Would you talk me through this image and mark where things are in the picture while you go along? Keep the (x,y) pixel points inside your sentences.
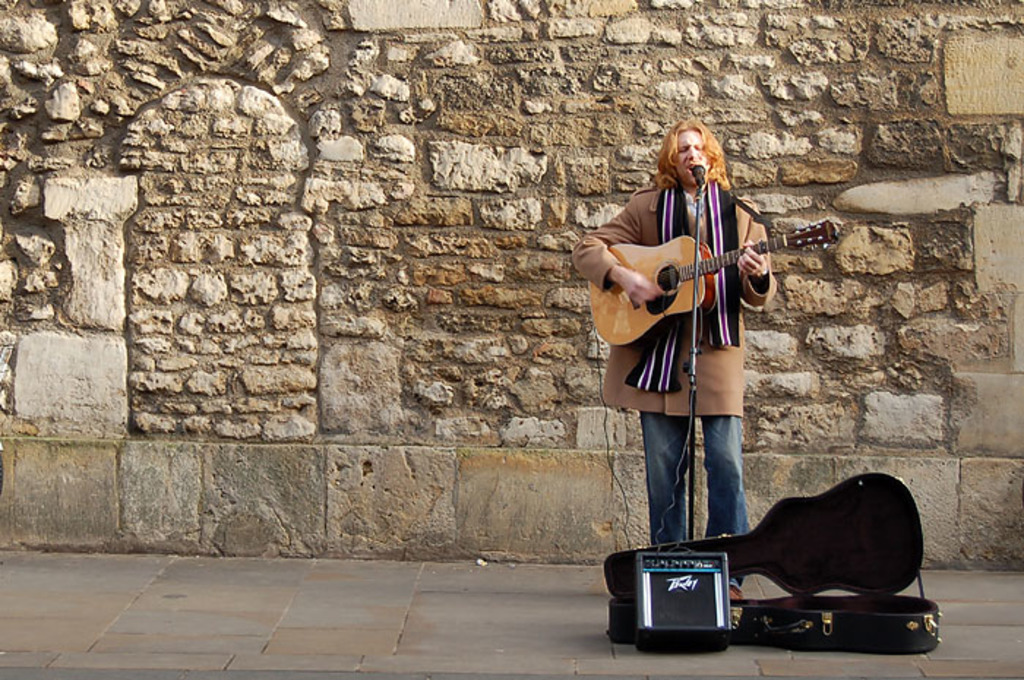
Here we can see a man (682,209) standing on the floor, and singing and playing the guitar (670,271), and here is the wall (373,134).
